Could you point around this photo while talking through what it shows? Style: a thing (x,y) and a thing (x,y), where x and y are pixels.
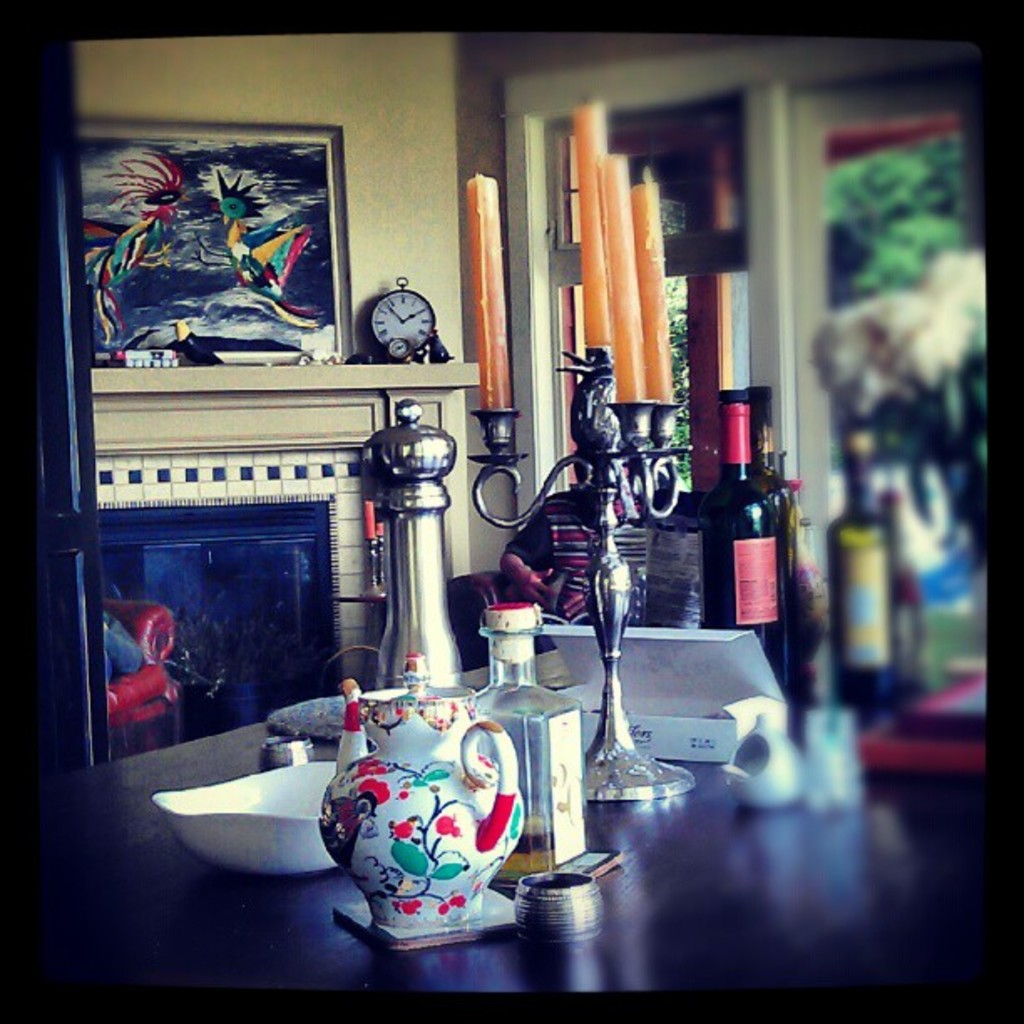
In this image there is a table (704,885) on which there are jars (411,838), bowl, glass bottles (746,568), boxes (663,739) and some metal stands (437,586). In the background (241,347) there is a painting (165,277) which is kept on the wall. Beside the painting (294,323) there is a clock (389,345). There is a candle stand (623,416) on the table (631,885). At the bottom (128,685) there is a sofa (171,640). On the right side (924,362) there is a flower vase (936,422). In the background (791,265) there are windows (760,236).
